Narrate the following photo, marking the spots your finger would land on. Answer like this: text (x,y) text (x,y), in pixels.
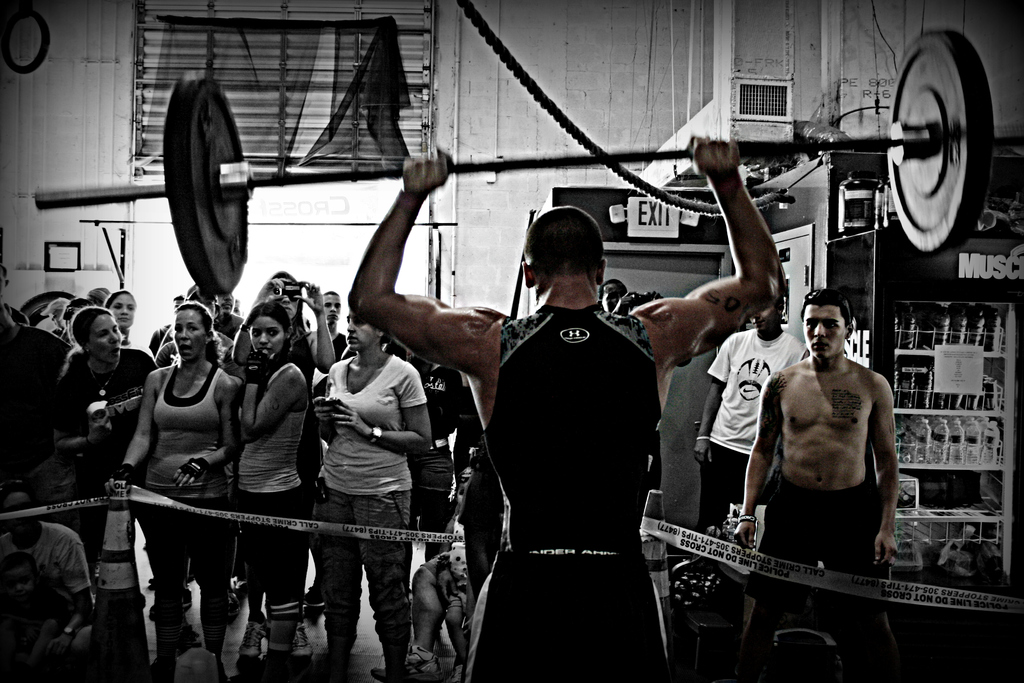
As we can see in the image there is a white color wall (83,101), window (247,73), few people (359,356) here and there. The man (566,465) in the front (565,281) is lifting weight (220,197).
